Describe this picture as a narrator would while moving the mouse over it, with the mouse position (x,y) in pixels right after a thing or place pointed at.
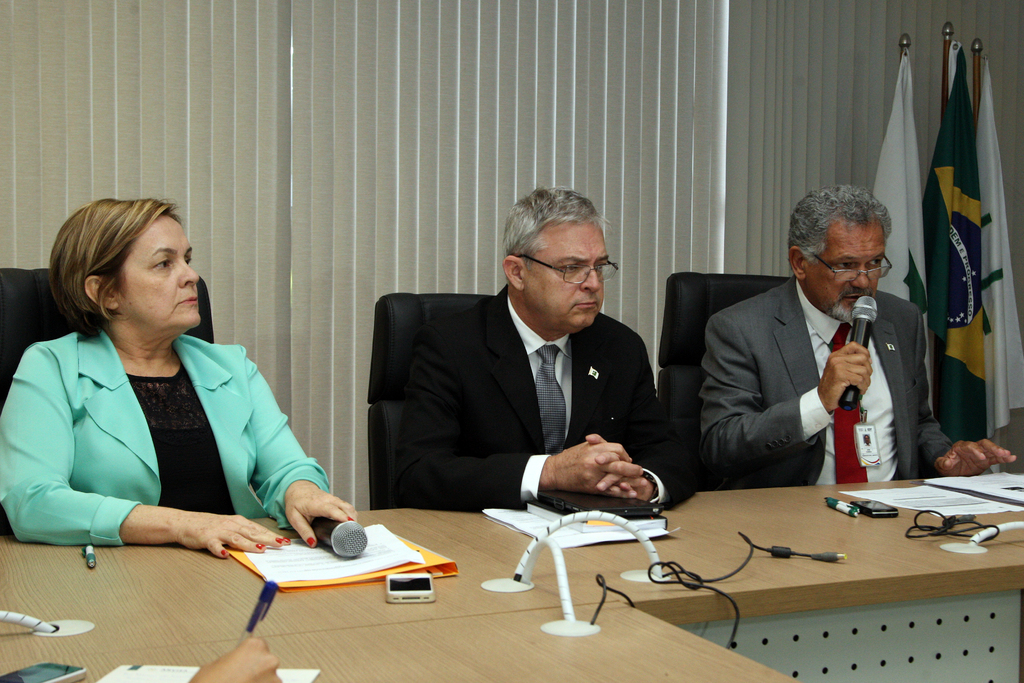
In this image I can see three persons (141,458) are sitting on the chairs (408,381) in front of a table (621,588) on which papers (595,538), books (596,523), mobiles (428,578), wires (549,525), some objects (436,567) are kept and two persons (774,405) are holding mics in their hand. In the background (996,333) I can see flag poles (883,197) and curtains (437,219). This image is taken may be in a hall (223,478).
